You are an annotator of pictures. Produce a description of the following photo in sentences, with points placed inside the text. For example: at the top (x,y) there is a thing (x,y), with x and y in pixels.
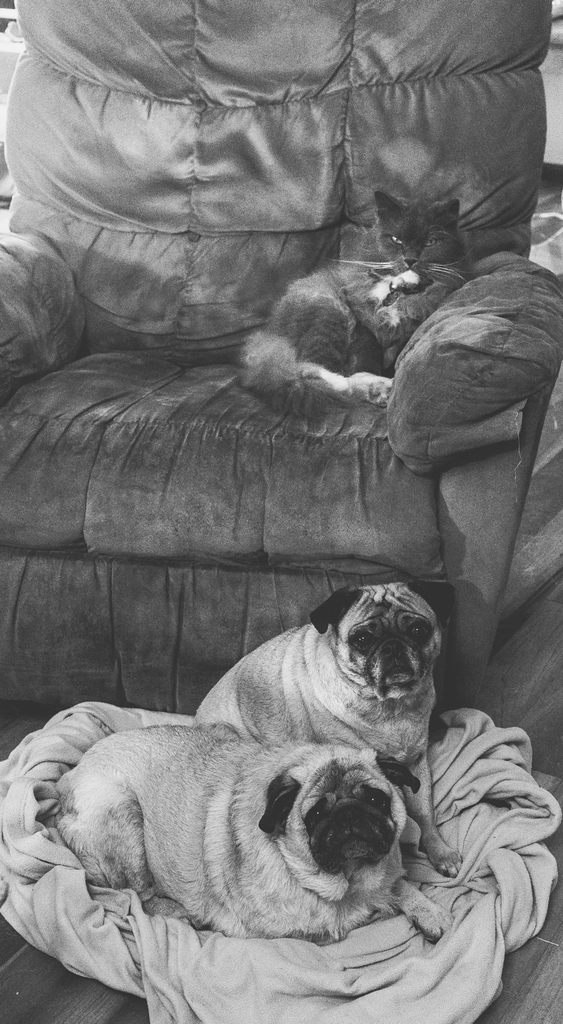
In this image I can see the black and white picture in which I can see two dogs (241,784) are on the cloth (210,985). I can see a couch (137,504) and on the couch (224,218) I can see a cat (415,258) which is black in color.
